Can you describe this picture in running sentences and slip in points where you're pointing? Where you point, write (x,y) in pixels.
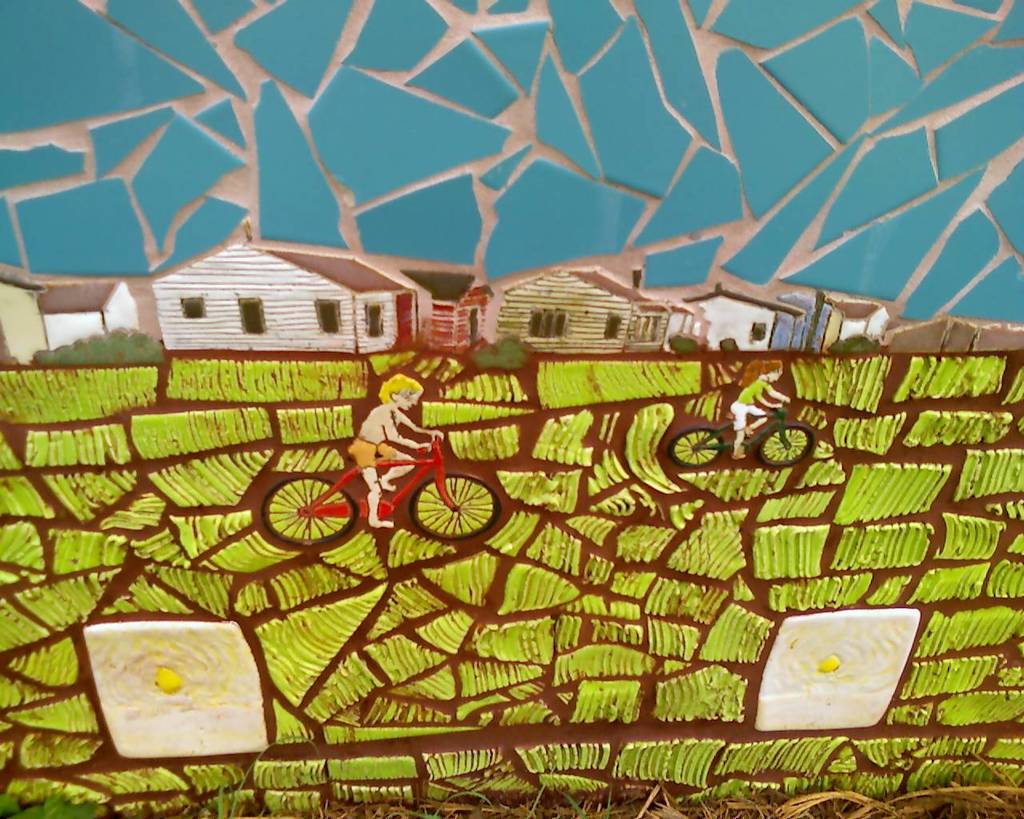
Here we can see an art (695,333). These are houses (839,336). These two people (369,444) are sitting on bicycles (295,489).
